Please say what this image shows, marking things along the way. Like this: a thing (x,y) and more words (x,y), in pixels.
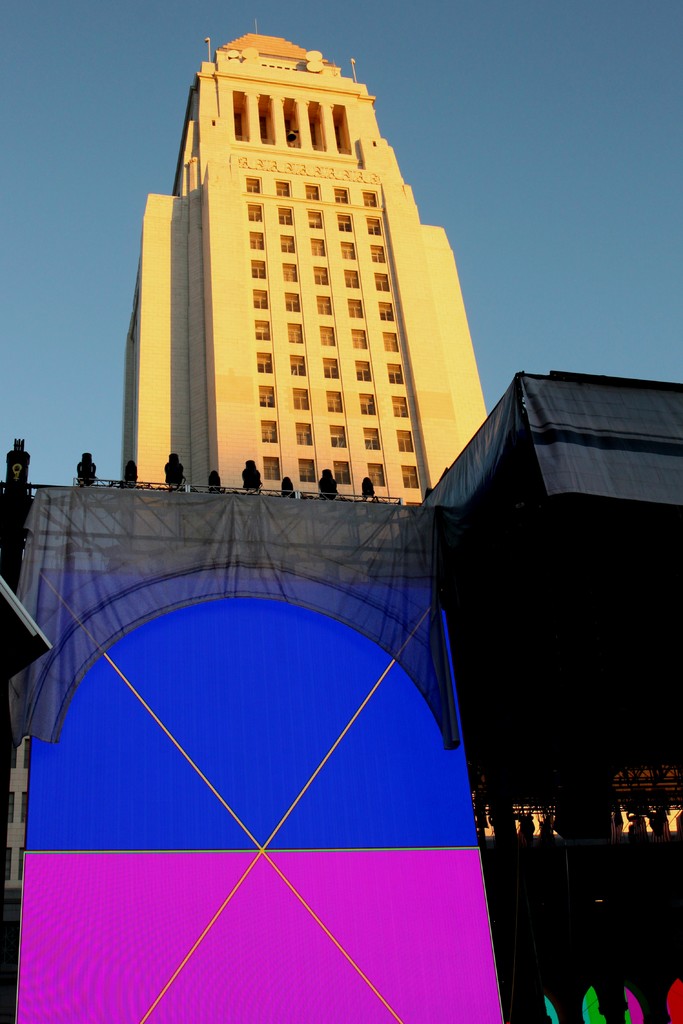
In this image I see a building (234,263) over here and I see a cloth (308,551) over here which is of pink, orange, blue and black in color and I see that it is a bit dark over here. In the background (2,287) I see the blue sky (533,173) and I see that this building (242,304) is of cream in color.
